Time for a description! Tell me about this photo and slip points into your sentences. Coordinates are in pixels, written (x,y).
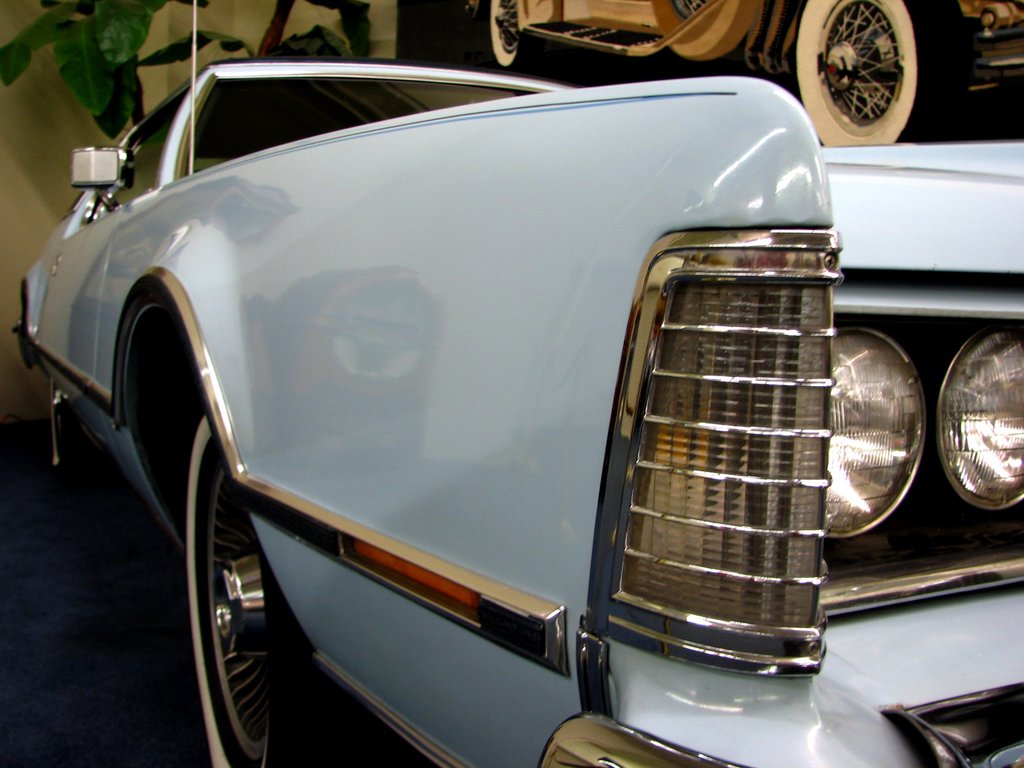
In this image I can see a light blue color vehicle (672,180), at the top (96,75) I can see image vehicle (774,42) and plant (87,66).
